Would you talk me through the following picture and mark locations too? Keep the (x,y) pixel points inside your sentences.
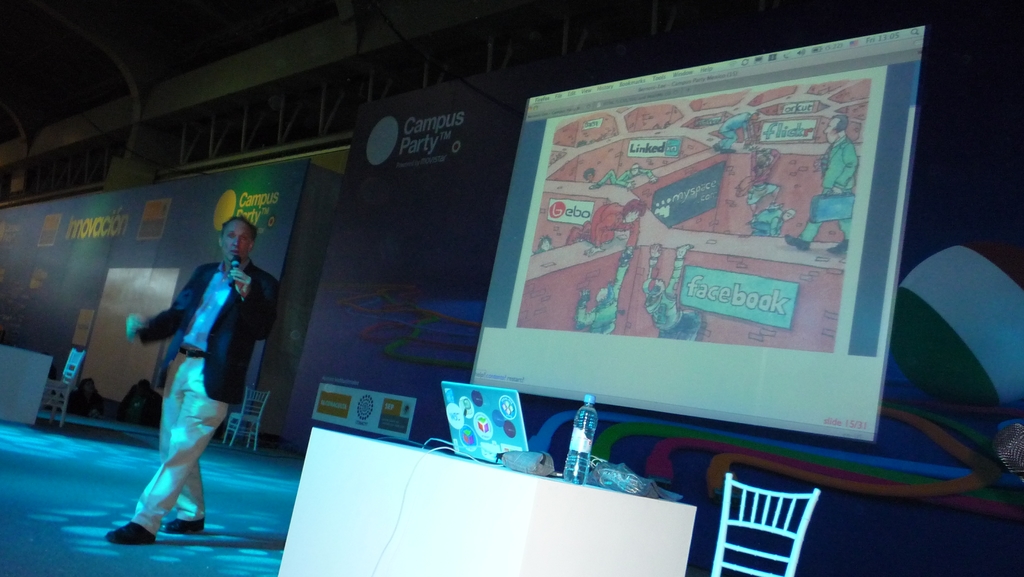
In this image there is a person (189,421) holding a mic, beside the person (212,416) there are tables (42,381) and chairs (744,501), behind him there are screens (575,256).
